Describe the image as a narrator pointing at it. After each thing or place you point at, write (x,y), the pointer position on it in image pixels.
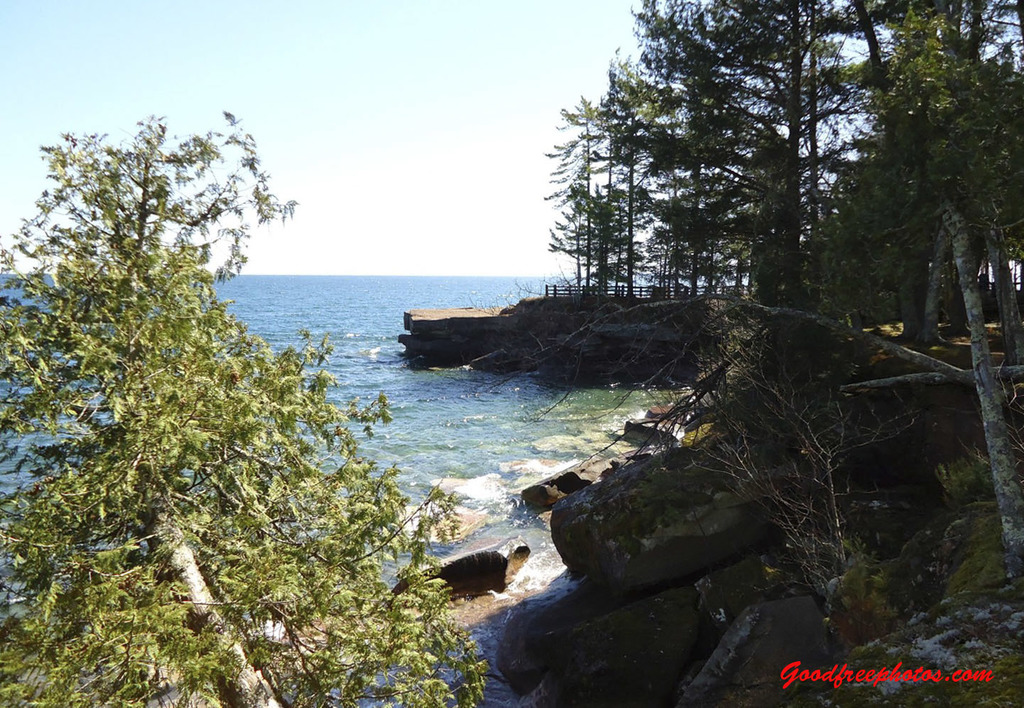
In the foreground of the picture (76,680) there are rocks (765,520), grass (990,554), plants (959,478) and trees (180,464). On the right (718,280) there are trees (719,342) and rocks (470,330). On the left (323,306) there is water (301,335). The sky (384,72) is clear and it is sunny.
